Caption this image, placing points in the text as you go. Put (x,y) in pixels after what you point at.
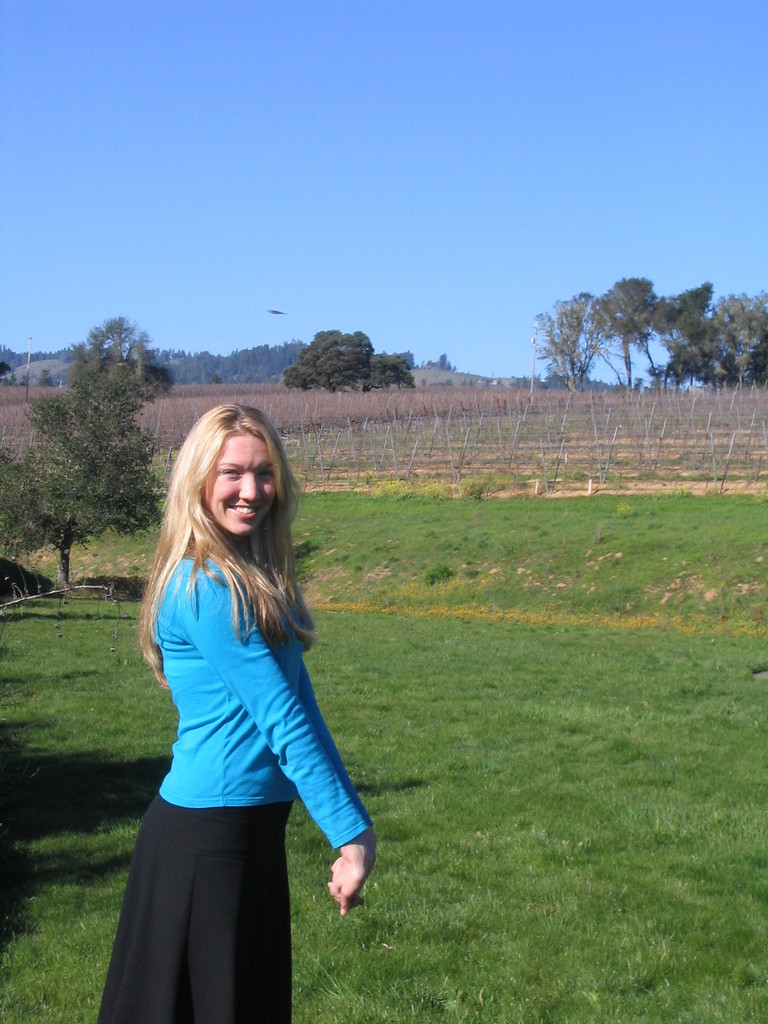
In this image I can see a woman (246,749) wearing blue and black colored dress (249,736) is standing and smiling. I can see some grass (494,680) on the ground (534,677), few poles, few trees (721,376) and the sky (447,149) in the background (487,159).
